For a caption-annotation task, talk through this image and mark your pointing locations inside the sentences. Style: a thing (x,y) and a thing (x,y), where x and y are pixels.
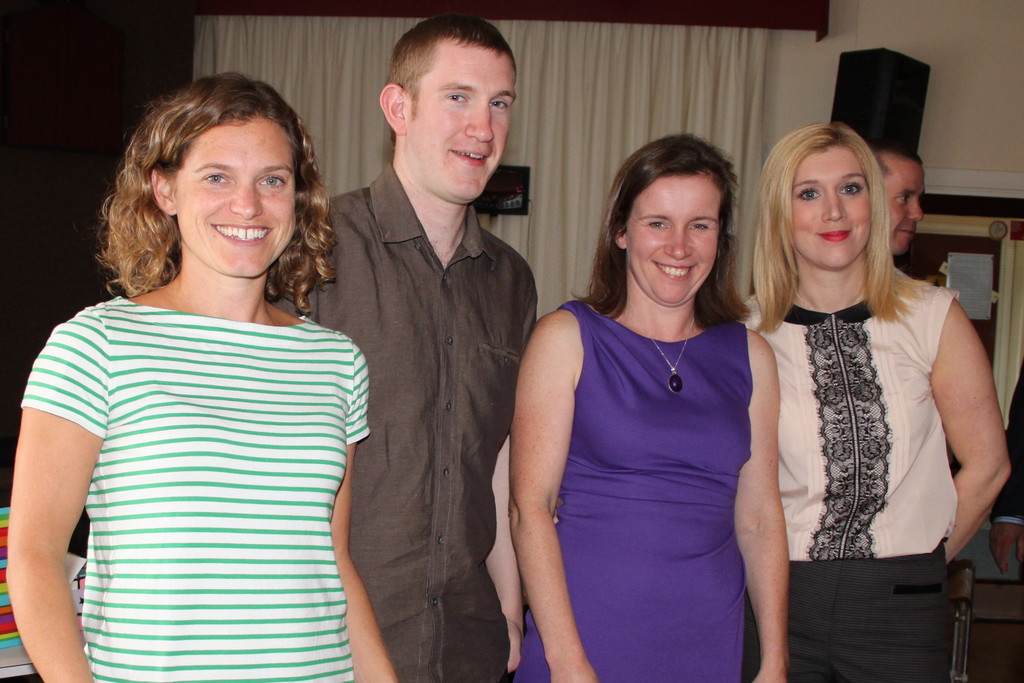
In the picture we can see a woman (156,453) wearing white and green color lines T-shirt (201,520), a man (491,247) wearing brown color shirt (370,441), a woman (607,411) wearing violet color dress (686,542) and a woman (992,479) wearing white and black color dress (815,444) are standing here and smiling. In the background (896,153), I can see another person (907,200), I can see curtains (590,156), speaker box (896,63) and some more objects (923,257).
